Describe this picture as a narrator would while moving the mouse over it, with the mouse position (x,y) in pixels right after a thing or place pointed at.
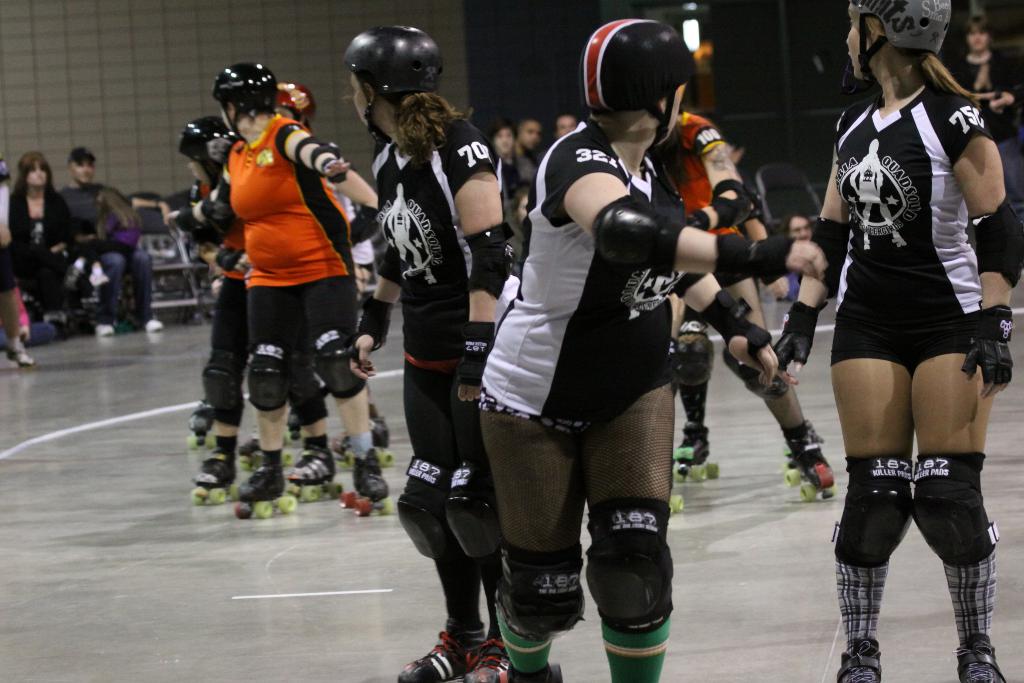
In this picture, we see the women (682,355) are wearing the skates (280,473). I think they are skating. On the left side (82,245), we see three people (82,245) are sitting on the chair (159,231). Behind them, we see people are sitting on the chairs (778,194). On the right side (932,174), we see a woman (955,155) is standing. In the background (343,28), we see a wall (337,66) and a light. This picture might be clicked in the indoor stadium (682,490).
